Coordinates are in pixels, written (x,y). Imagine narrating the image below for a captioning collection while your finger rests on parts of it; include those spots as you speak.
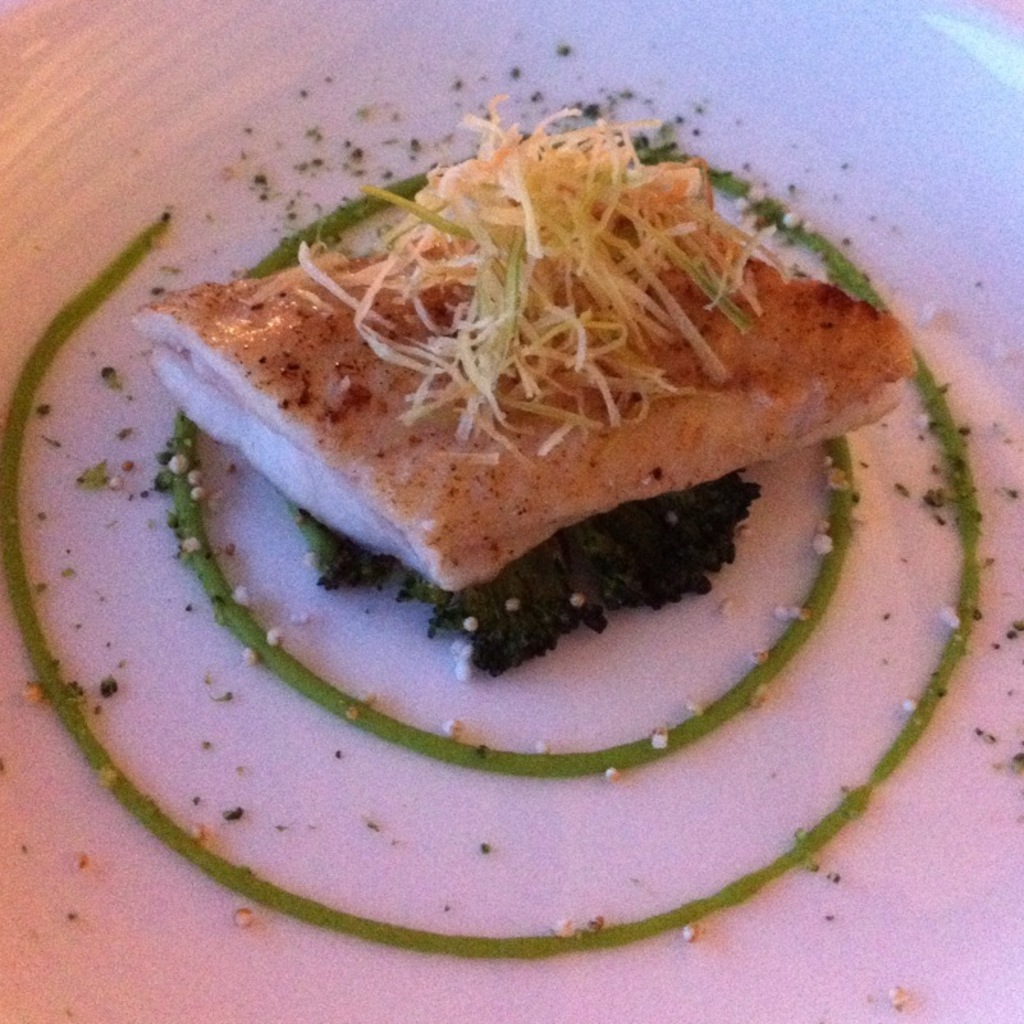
In this picture we can see a plate (896,930), there is some food (454,319) present in this plate (405,649).
